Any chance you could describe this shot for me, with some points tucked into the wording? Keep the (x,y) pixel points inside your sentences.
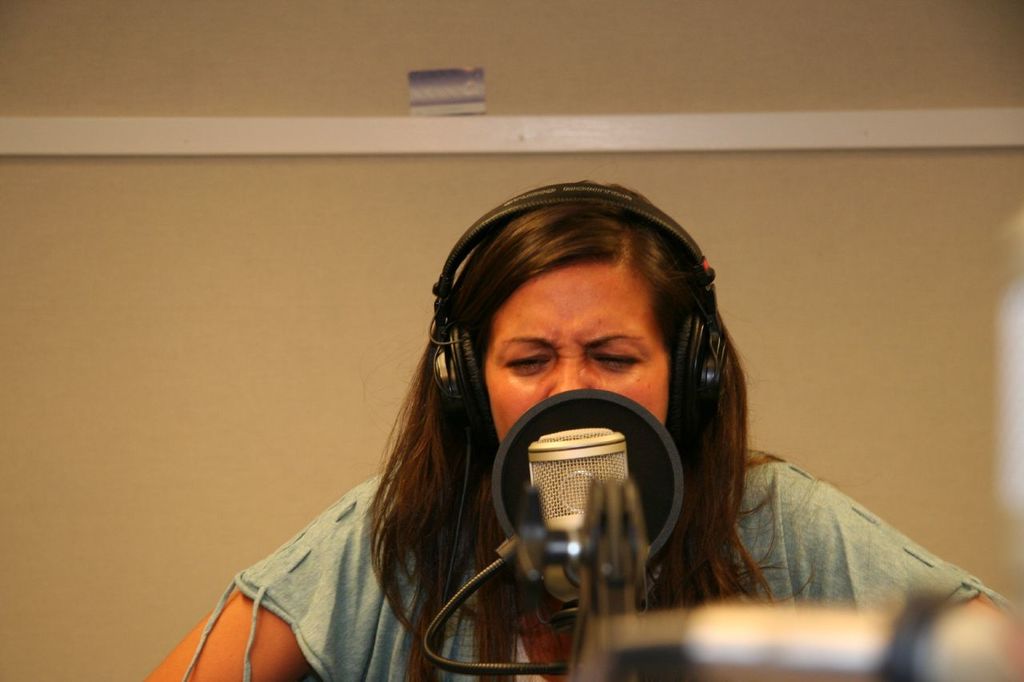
In this picture we can see a woman (732,542), there is a microphone (587,488) in front of her, she is wearing headphones (694,385), in the background (68,170) there is a wall (376,300).
